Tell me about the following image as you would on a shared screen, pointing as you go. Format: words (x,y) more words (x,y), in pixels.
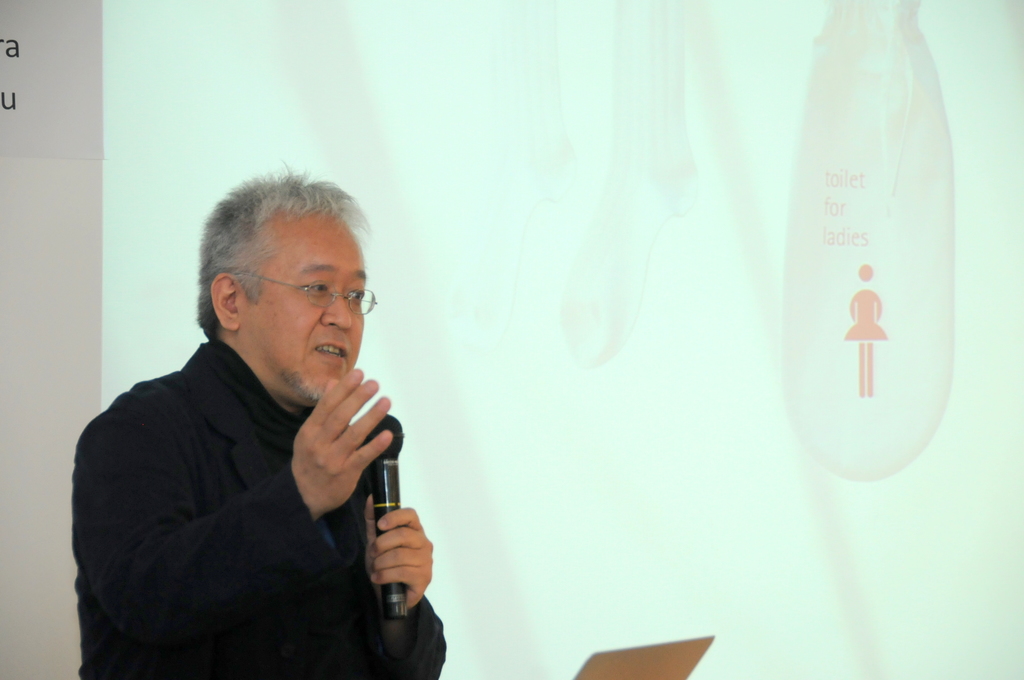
In this image in the front (292,488) there is a person (287,478) standing and holding a mic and speaking. In the background (385,150) there is a screen (613,259) on the screen (727,258) there is some text (845,219) and there is a image (861,299).
